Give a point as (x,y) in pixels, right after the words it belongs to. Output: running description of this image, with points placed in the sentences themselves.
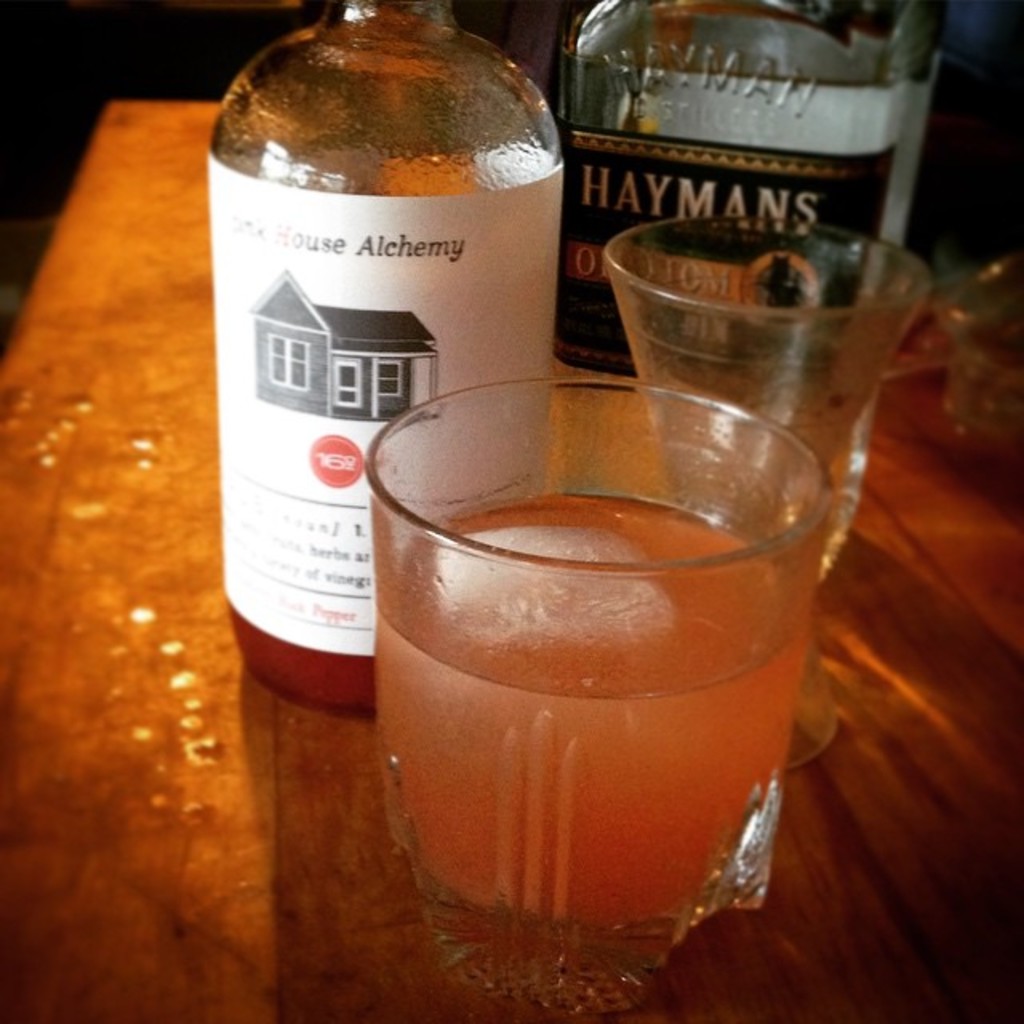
In this image I can see two glasses (707,406), bottles (886,217) on the table (363,853) and I can see the dark background (13,138).
